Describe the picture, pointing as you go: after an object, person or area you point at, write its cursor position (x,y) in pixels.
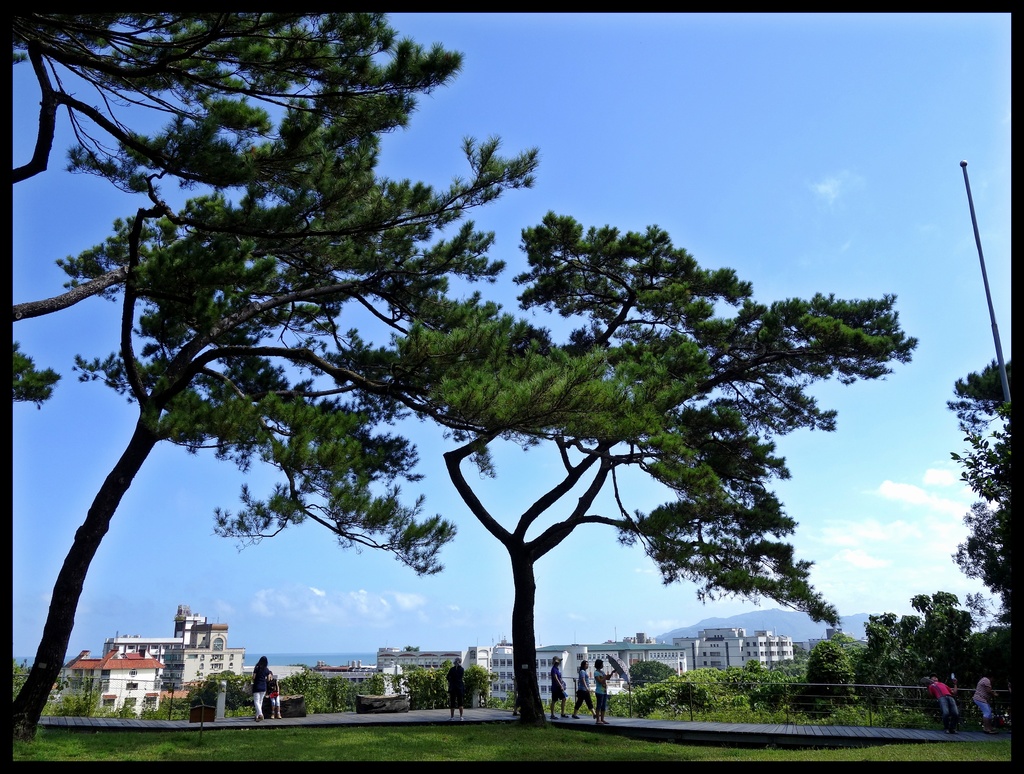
In this image we can see there are trees (300,505), beneath the trees (431,383) there are few people (463,687) walking on the pavement (953,737). In the background (289,669) there are buildings (164,673), trees (827,661), plants (878,656), river (314,661), mountains (787,618) and a sky (363,597).
